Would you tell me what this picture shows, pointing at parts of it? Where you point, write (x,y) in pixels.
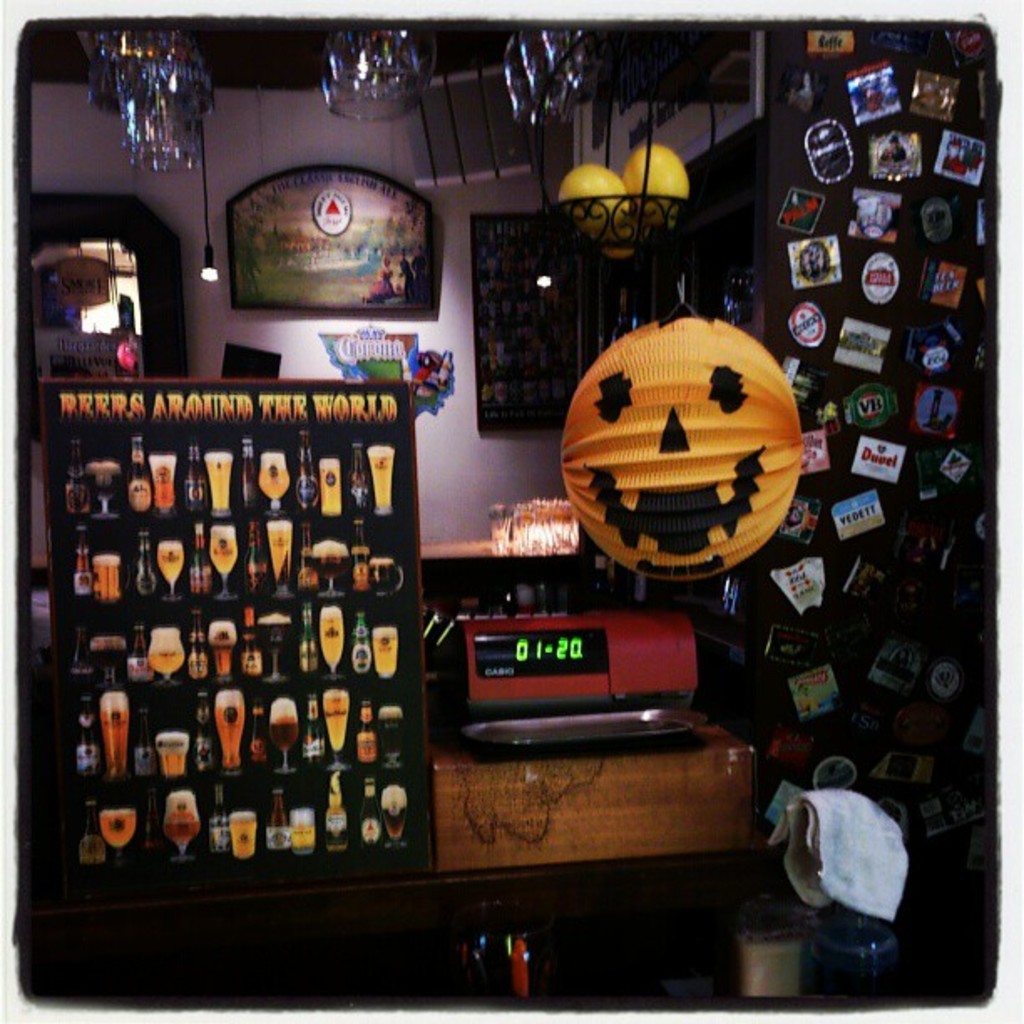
In this picture I can see many stickers (959,145) and posters (372,461) were placed on this board (829,309). On the table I can see the cash register (602,664). In the center (613,493) I can see the pumpkin toy (716,426) which is hanging from the roof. In the background (373,228) I can see the painting frame (416,272) which is placed on the wall (300,343) near to the door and window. At the top (105,45) I can see the glasses (546,49) which is placed on the roof (499,32).
